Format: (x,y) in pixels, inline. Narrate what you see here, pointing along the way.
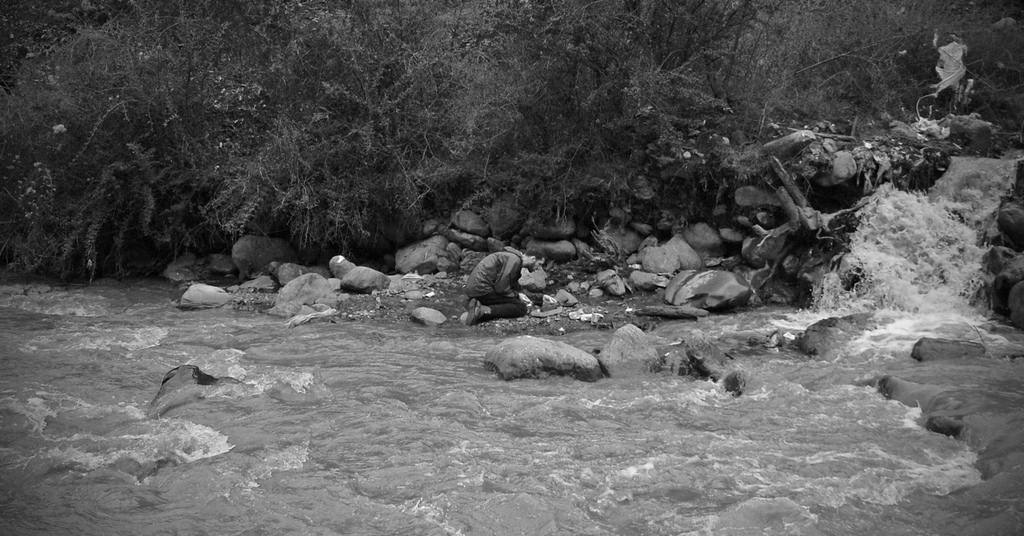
In this image there is a water flow (554,335), beside the water flow (519,334) there is a person (483,292) kneeled down on the surface (488,321), behind the person (500,315) there are trees (391,159).
